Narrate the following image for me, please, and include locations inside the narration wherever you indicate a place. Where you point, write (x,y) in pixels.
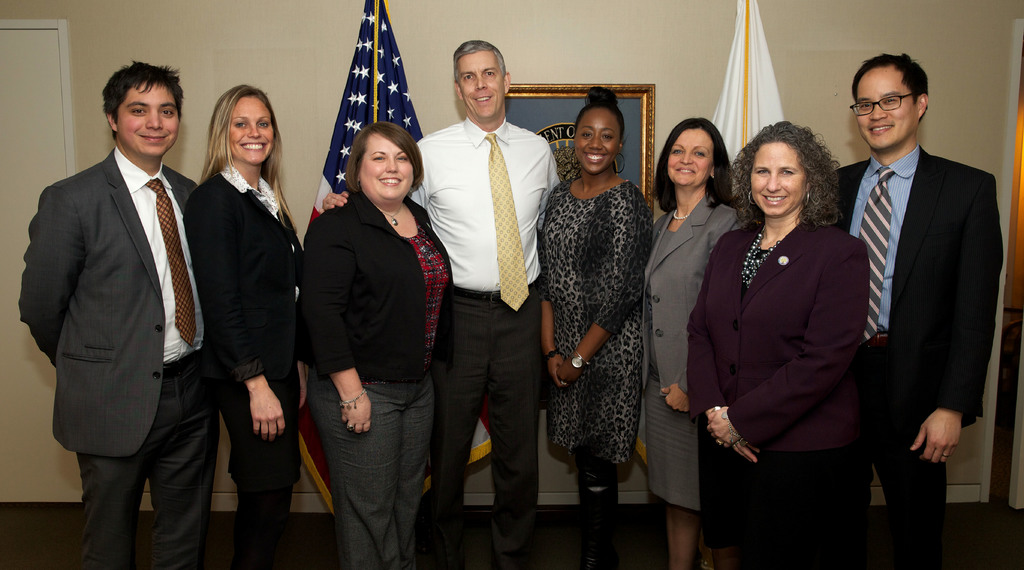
This picture describes about group of people (407,172), they are standing and they are all smiling, behind them we can see couple of flags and a frame (570,91) on the wall (689,88).
